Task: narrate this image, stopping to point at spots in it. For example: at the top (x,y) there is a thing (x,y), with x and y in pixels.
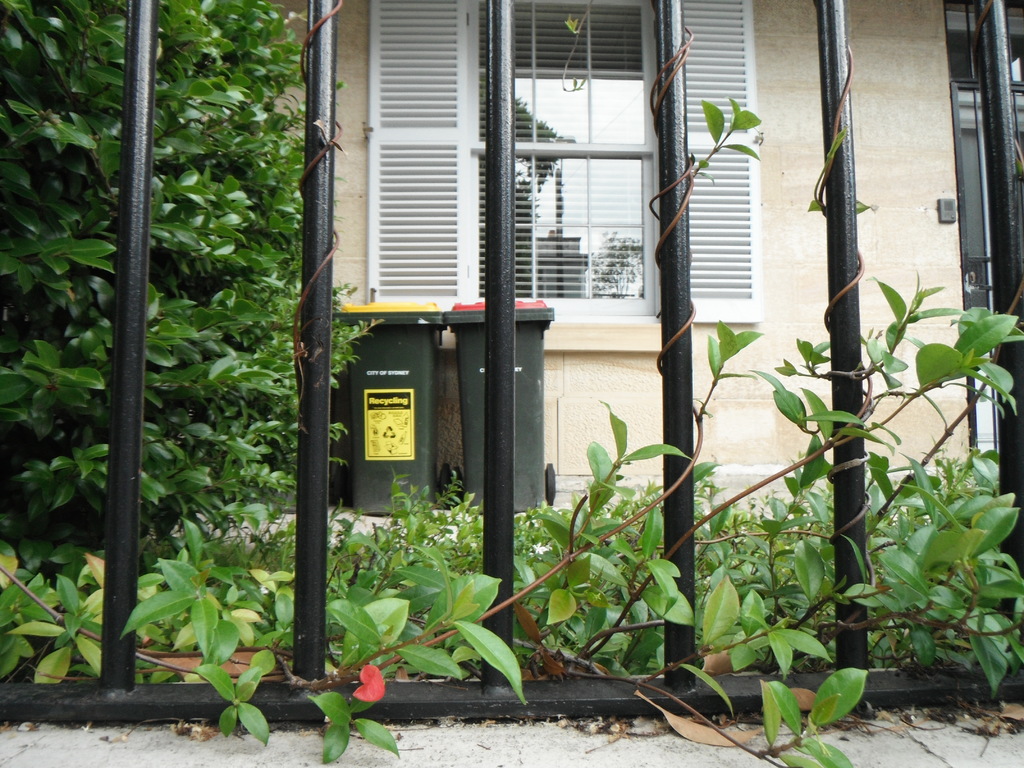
In this image we can see dustbins (394,399), trees (24,308), plants (467,575), ground (454,733), building (752,168) and window (525,193).
